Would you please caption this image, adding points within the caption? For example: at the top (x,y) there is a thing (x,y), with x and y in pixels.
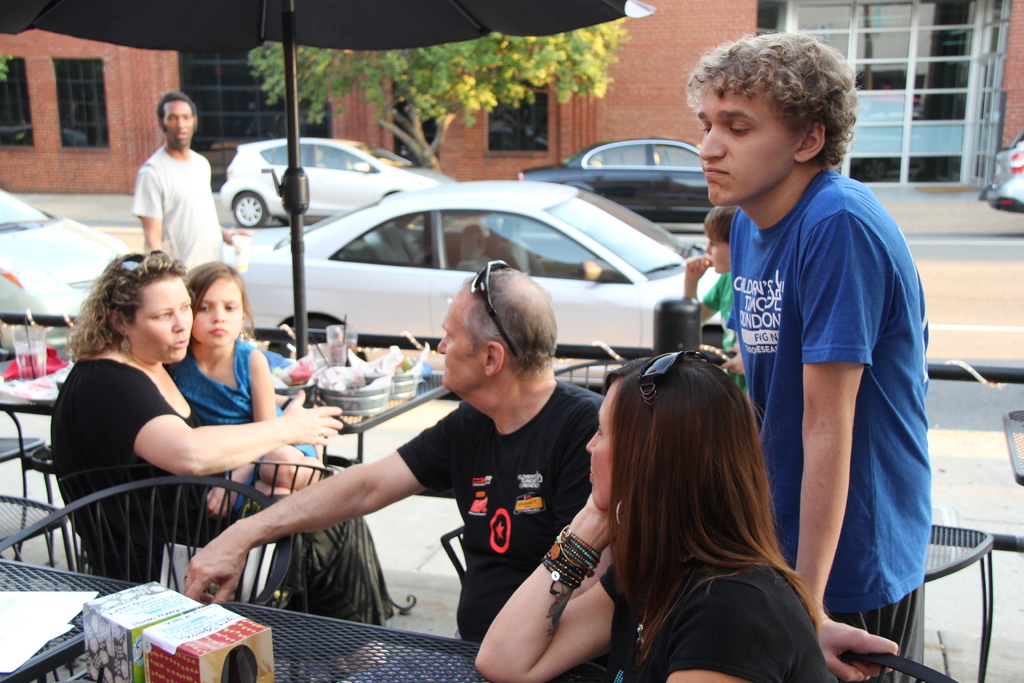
In this image, we can see people (287,409) sitting on the chairs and some are standing and we can see boxes (173,640) and some other objects (382,398) on the tables (296,653). In the background (455,228), there are vehicles (503,222) on the road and we can see a tree (424,72) and buildings (661,76) and there is an umbrella (286,76).
